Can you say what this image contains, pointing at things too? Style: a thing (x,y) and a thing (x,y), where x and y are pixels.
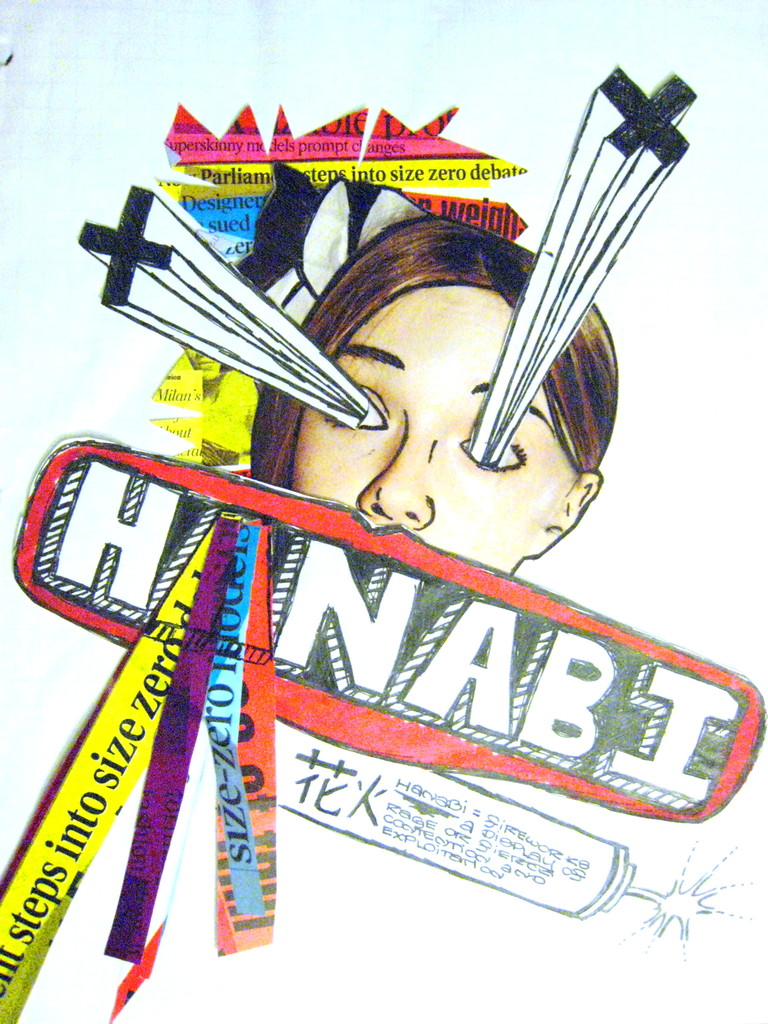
In the center of the picture (388,347) we can see the depiction of a person (331,351) and we can see the text (174,604) and the depictions of some other objects (176,165). The background of the image (92,57) is white in color.
